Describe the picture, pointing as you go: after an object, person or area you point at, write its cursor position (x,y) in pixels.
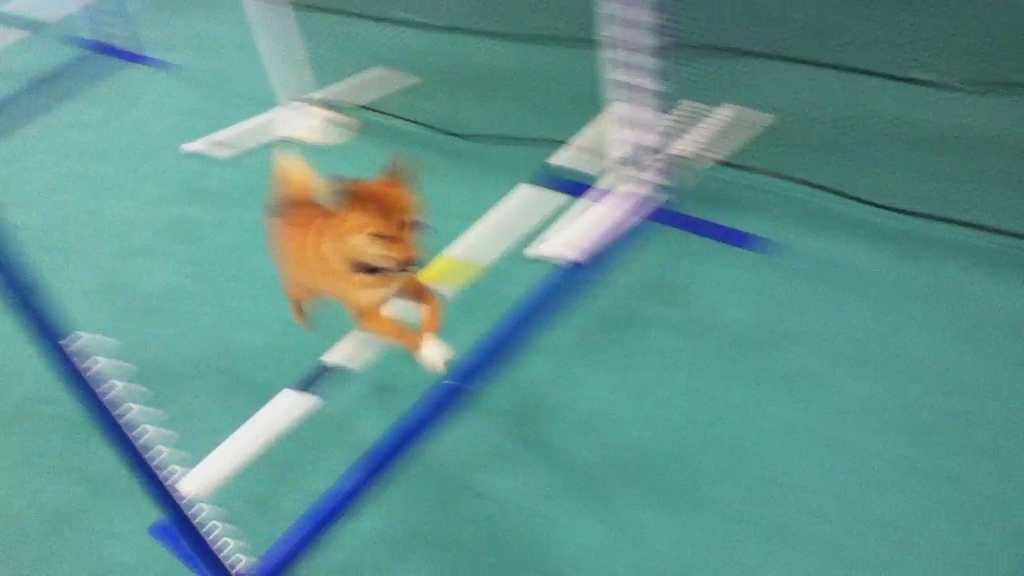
In this image I can see a brown colour dog (355,257) and I can also see few white and blue colour things (458,246). I can see this image is blurry.
